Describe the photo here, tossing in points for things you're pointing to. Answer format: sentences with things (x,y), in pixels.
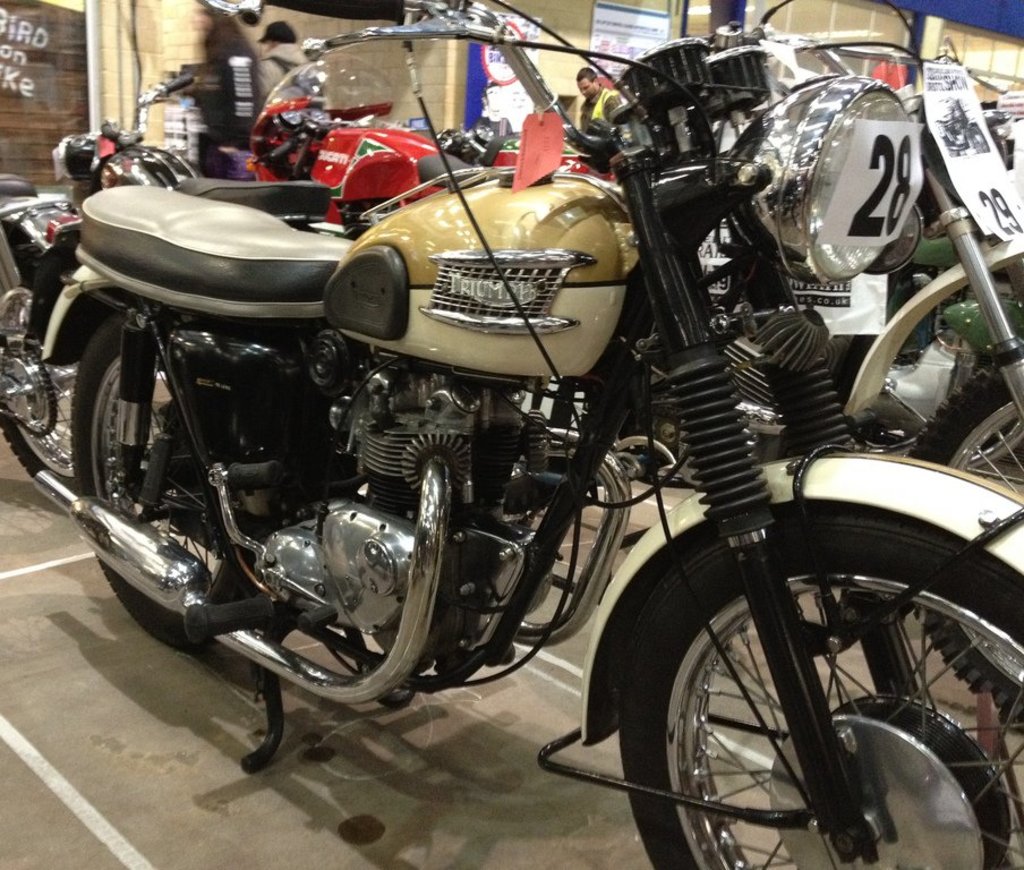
In the picture there are many vehicles (297,183) kept one beside another and behind the vehicles (626,72) there is a wall (679,13) and few posters (615,20) were stick to the wall (554,74), there are three people (246,62) in front of the wall (562,84).
